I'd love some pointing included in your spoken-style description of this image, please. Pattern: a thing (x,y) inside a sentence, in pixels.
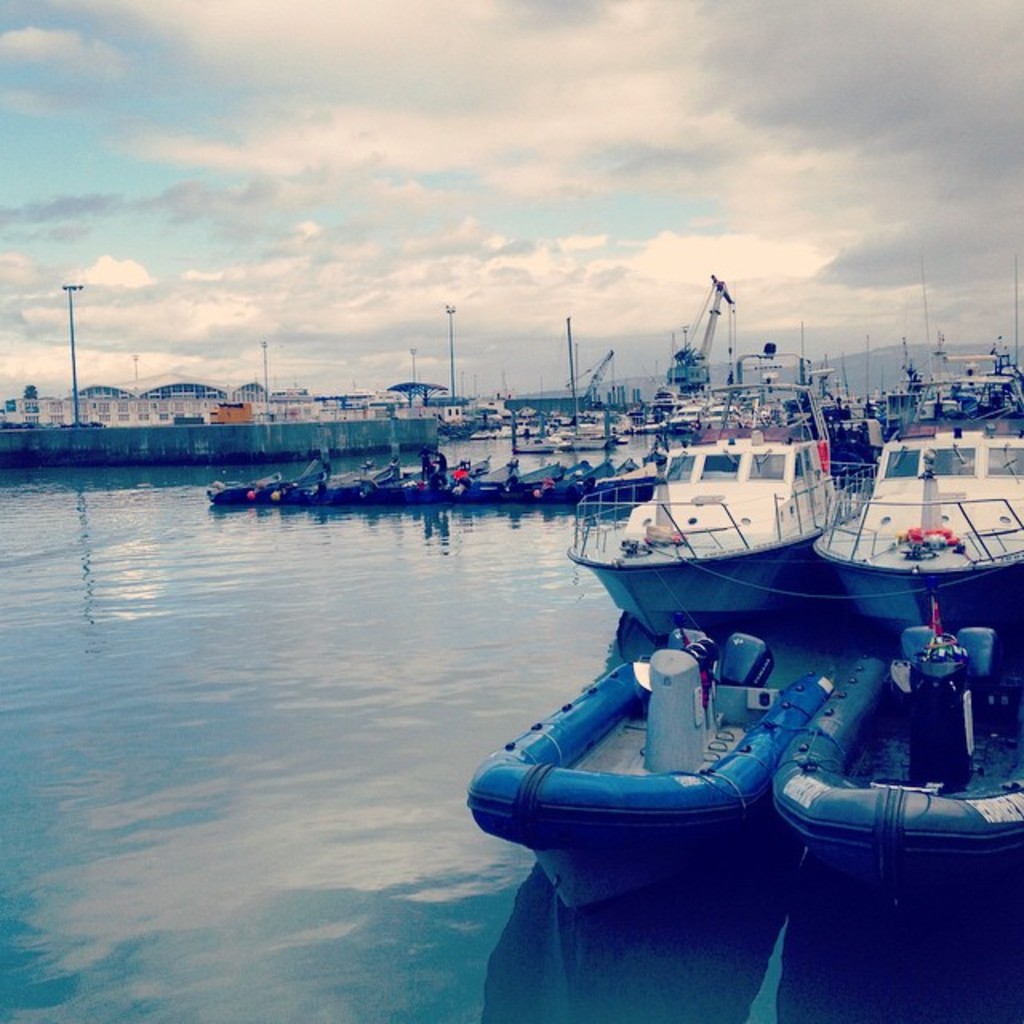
At the bottom of the image (879,954) there is water (426,683), above the water (350,625) there are some ships (884,456) and boats (874,440). Behind them there is fencing (57,435). Behind the fencing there are some poles (74,364) and buildings (129,393). At the top of the image (388,340) there are some clouds (209,337) and sky (178,128).
